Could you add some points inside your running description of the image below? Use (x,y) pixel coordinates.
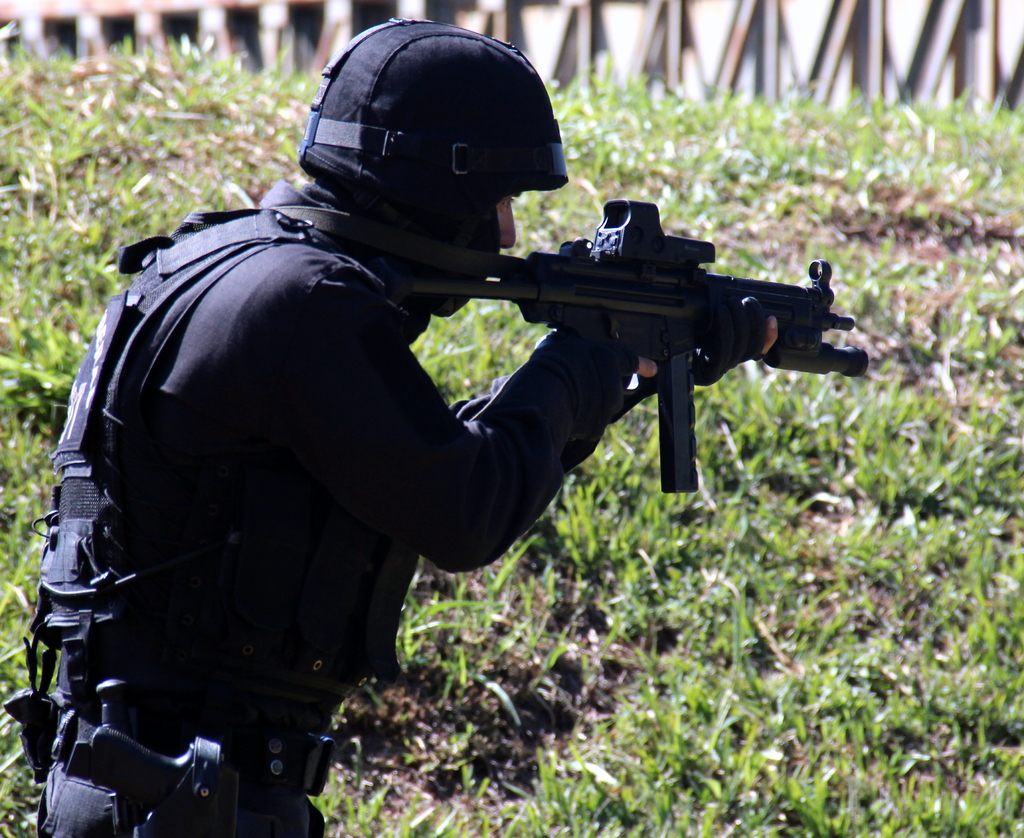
In the image there is a person (355,328) in black dress (327,376) holding a gun (570,304) and wearing black helmet (448,152) and behind there is a grassland (901,200) with a bridge (266,13) at the background (281,23).
